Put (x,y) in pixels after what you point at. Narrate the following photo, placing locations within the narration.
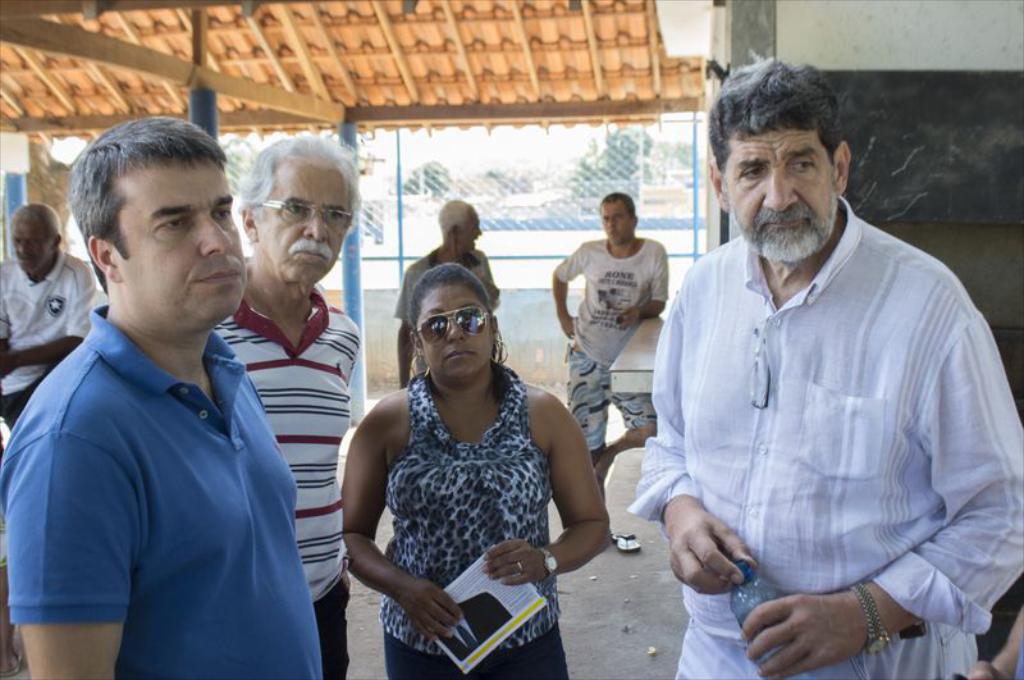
In this picture we can see there are groups of people (63,278) standing on the path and a woman (444,581) is holding a paper (474,599). Behind the people (487,402) there is a wall (984,292), fence (500,186) and trees (621,178).
